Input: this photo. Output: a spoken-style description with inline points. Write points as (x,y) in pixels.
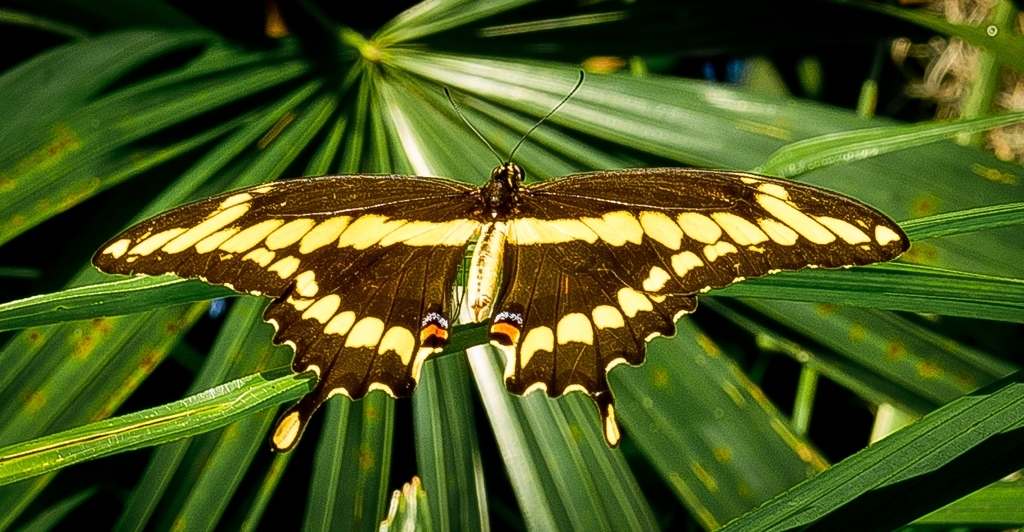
In this picture there is a butterfly (535,295) which is standing on the leaves (891,266). In the background (532,174) I can see the plants (486,165).
